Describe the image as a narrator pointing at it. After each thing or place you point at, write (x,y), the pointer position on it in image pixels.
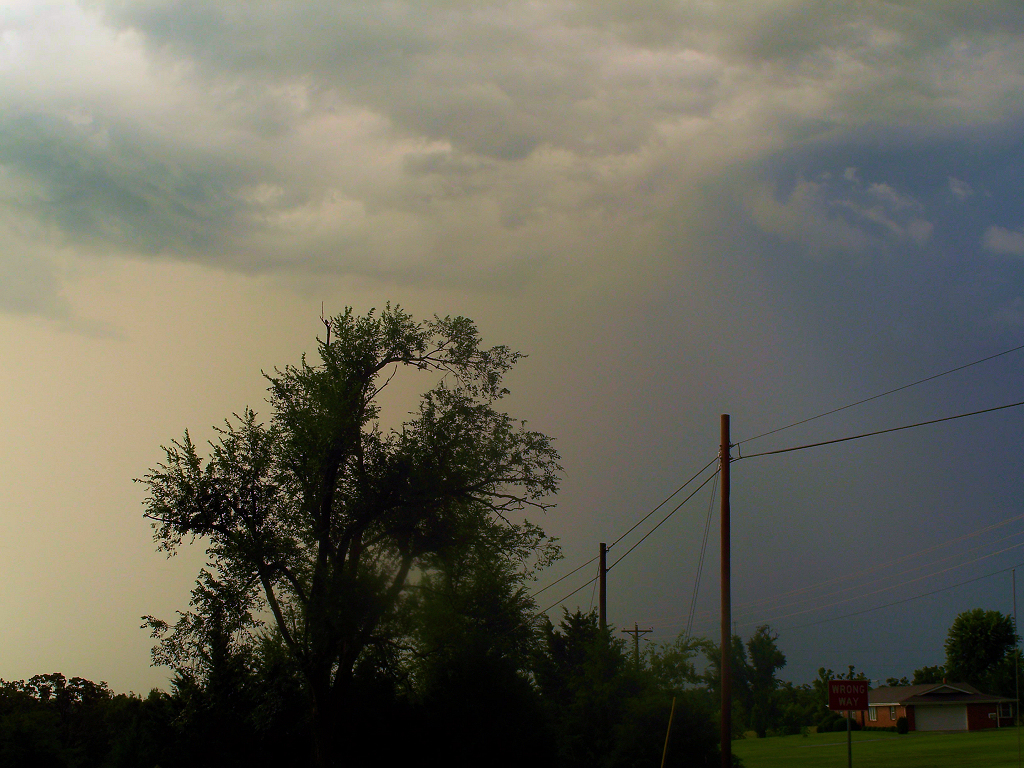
In this image, I can see the trees (629,663), current poles (723,482) with wires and a board (830,692) with a pole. At the bottom right side of the image (898,704), there is a house (899,690). In the background (76,414), I can see the sky (331,280).
